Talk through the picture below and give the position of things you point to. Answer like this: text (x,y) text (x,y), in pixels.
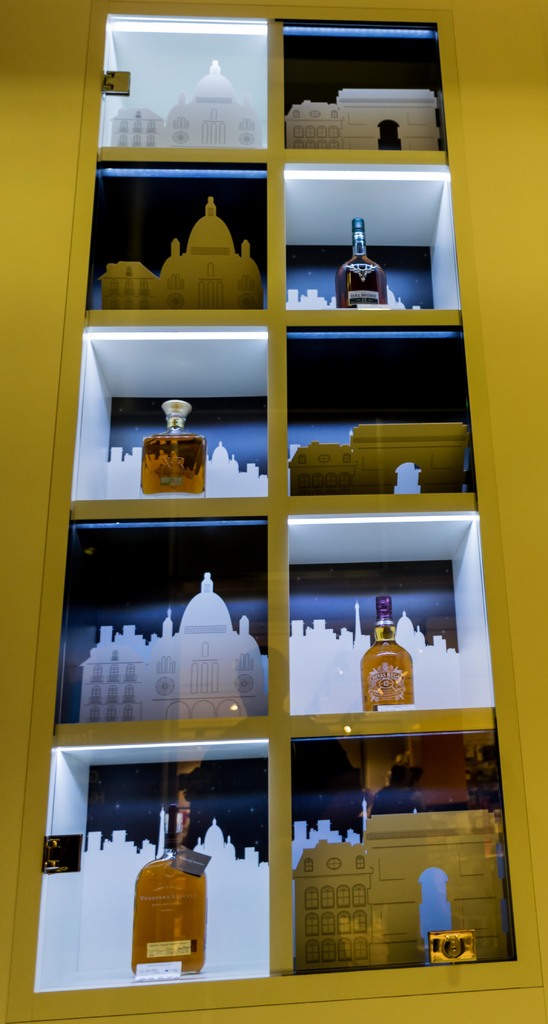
In this image we can see the glass shelf (304,91) which consists of the depictions (424,858) of monuments (341,840), bottles (191,877) and also the lock (445,951).
